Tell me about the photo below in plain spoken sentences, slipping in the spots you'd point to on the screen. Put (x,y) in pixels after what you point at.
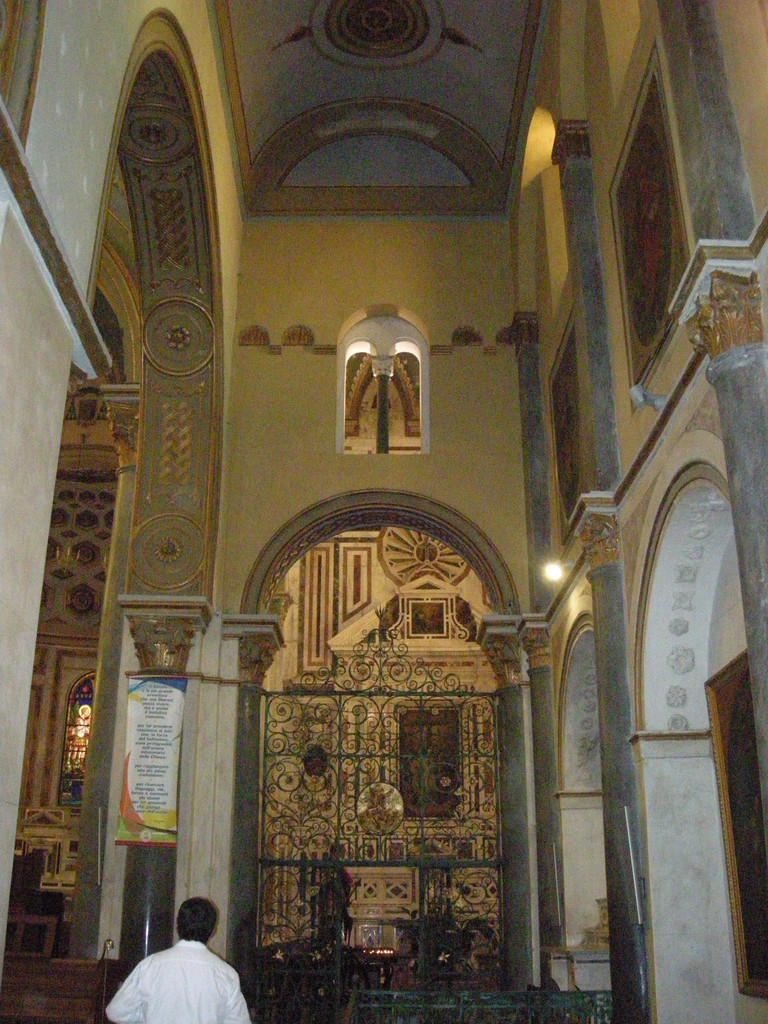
It is an inside of a building (196,798). In this image, we can see pillars (91,832), walls (233,462) and carvings (186,404). At the bottom (475,727), we can see a person (241,1012), few objects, grille (598,1022), banner (144,794) and photo frame (739,848).
